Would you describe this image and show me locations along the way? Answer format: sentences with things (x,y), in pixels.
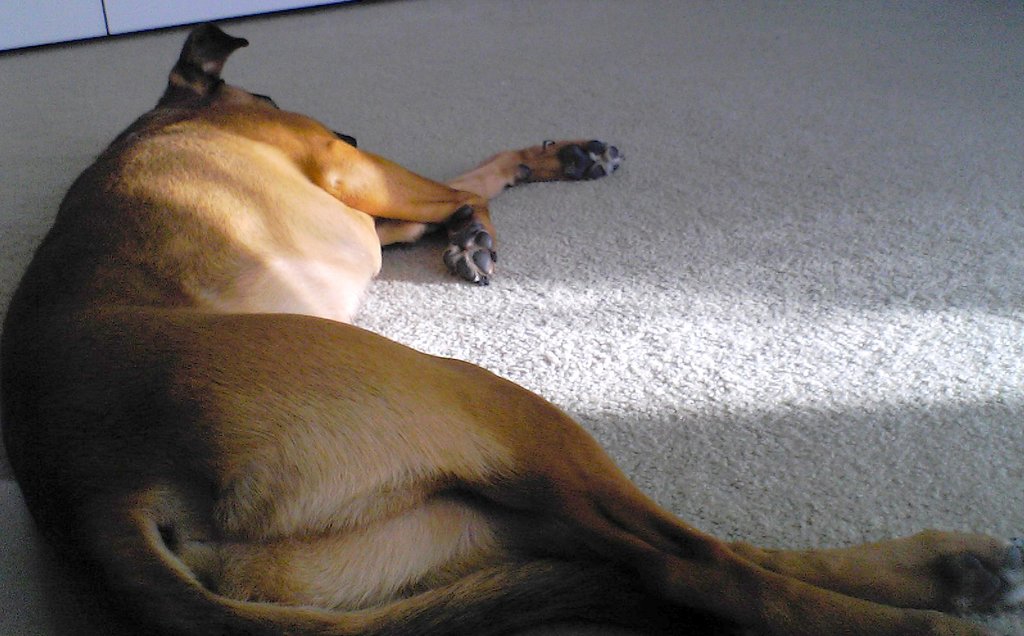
In this image we can see an animal (294,347) sleeping on the floor (64,73). There is an object (96,27) at the top of the image (100,17).
